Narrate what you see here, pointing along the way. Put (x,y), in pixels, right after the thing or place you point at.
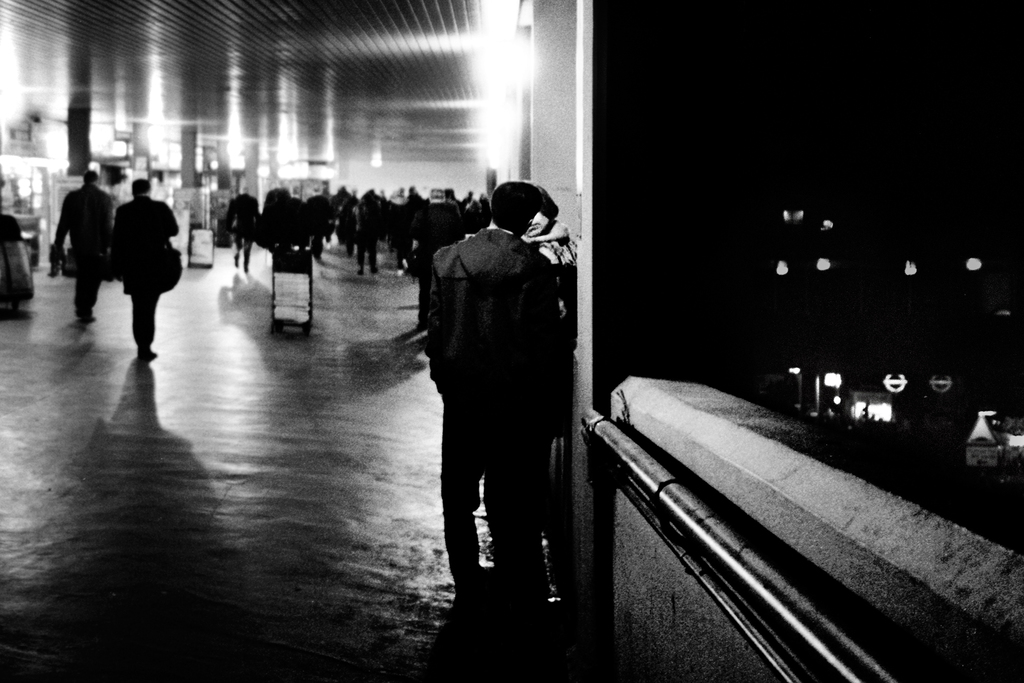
In this image there are few peoples (424,217) visible on the floor (195,371) there are some boards (199,207), pillars (73,140) visible in the middle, on the right side (815,180) there is a darkness (815,180) there are some lights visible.
